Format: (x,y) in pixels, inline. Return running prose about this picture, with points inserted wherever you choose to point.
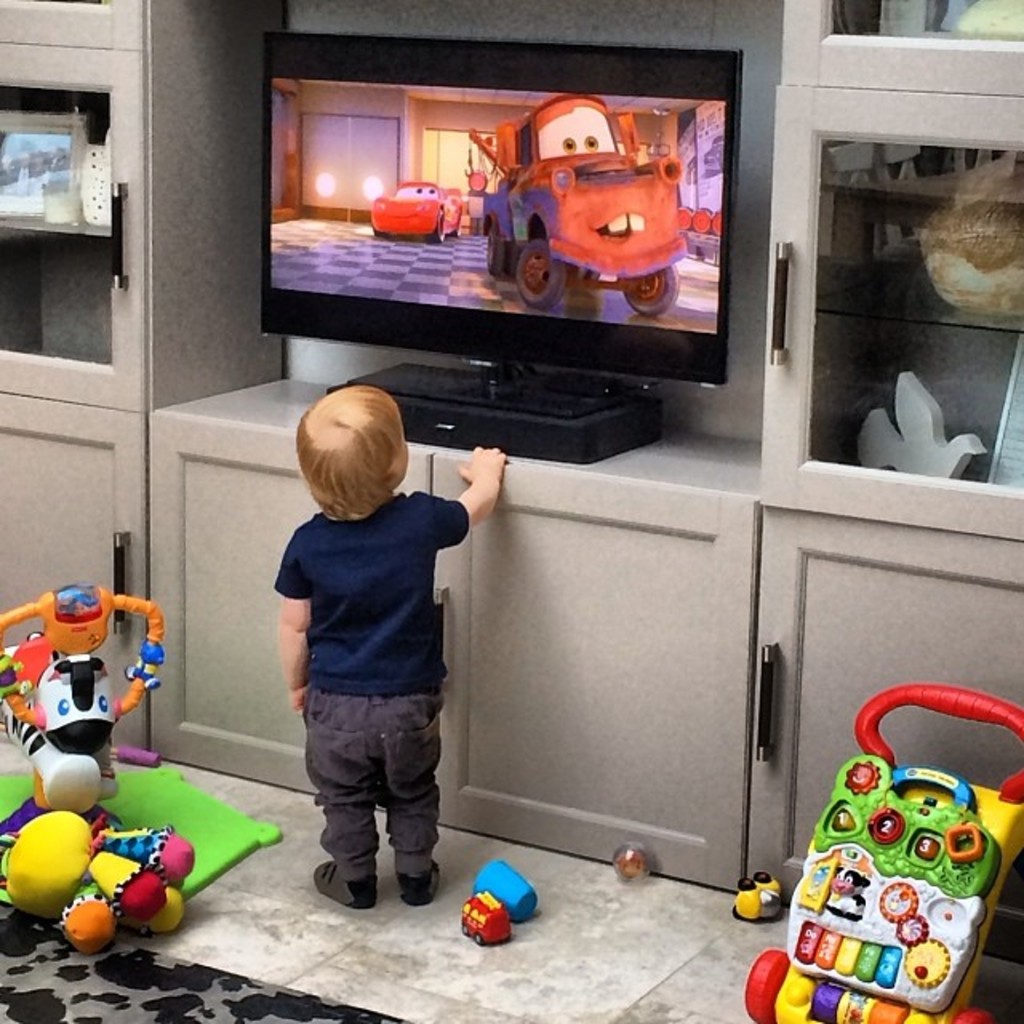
In this image we can see a kid (401,600) is standing at the doors (622,705) of a table (246,402), TV (445,251) on the table (238,551), objects (107,188) and photo frame (12,164) on the racks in the cupboards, toys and carpet (155,1014) on the floor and objects (387,381).
